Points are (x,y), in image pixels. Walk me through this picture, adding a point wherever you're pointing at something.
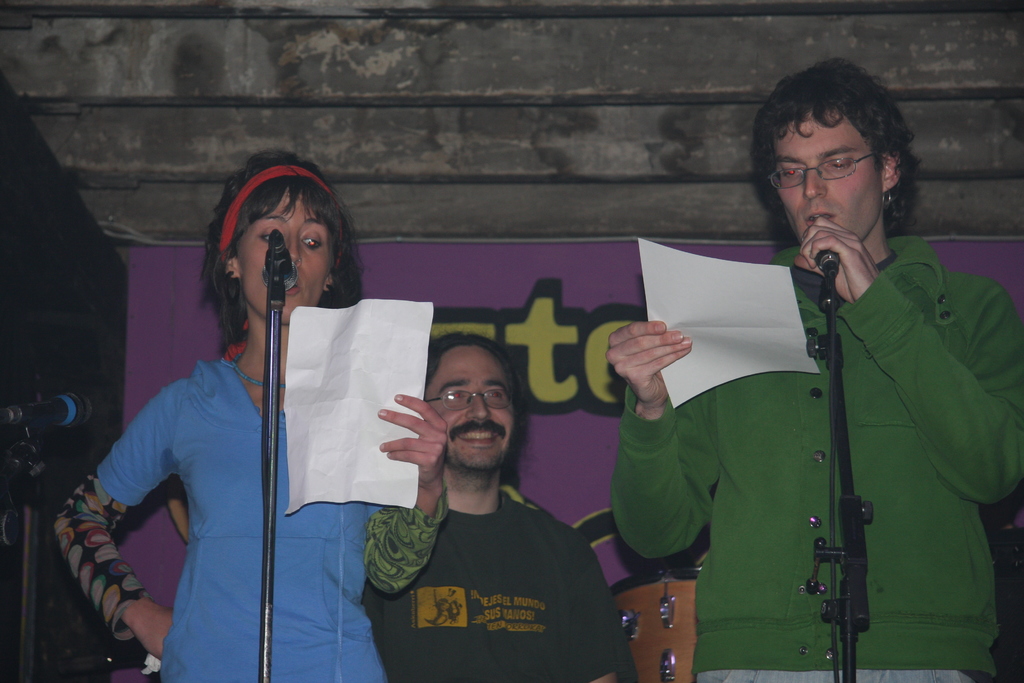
In the middle of the image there are some microphones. Behind the microphones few people (227,201) are standing and holding some papers (766,301). Behind them there is a banner (479,285) and wall (851,43).
